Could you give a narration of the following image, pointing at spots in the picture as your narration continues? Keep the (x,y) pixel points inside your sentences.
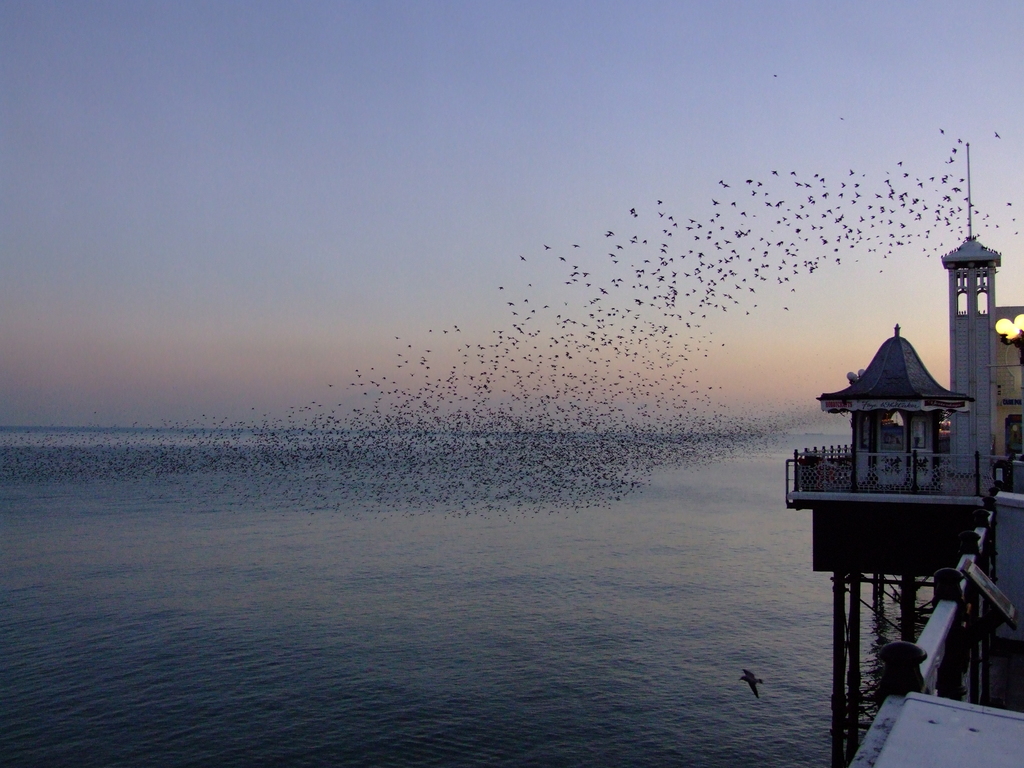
On the left side (341,568) this is water (633,595), on the right side (1002,349) it is a structure (962,427) on the water (622,606) and in the middle (378,360) this is the sky (537,176).
